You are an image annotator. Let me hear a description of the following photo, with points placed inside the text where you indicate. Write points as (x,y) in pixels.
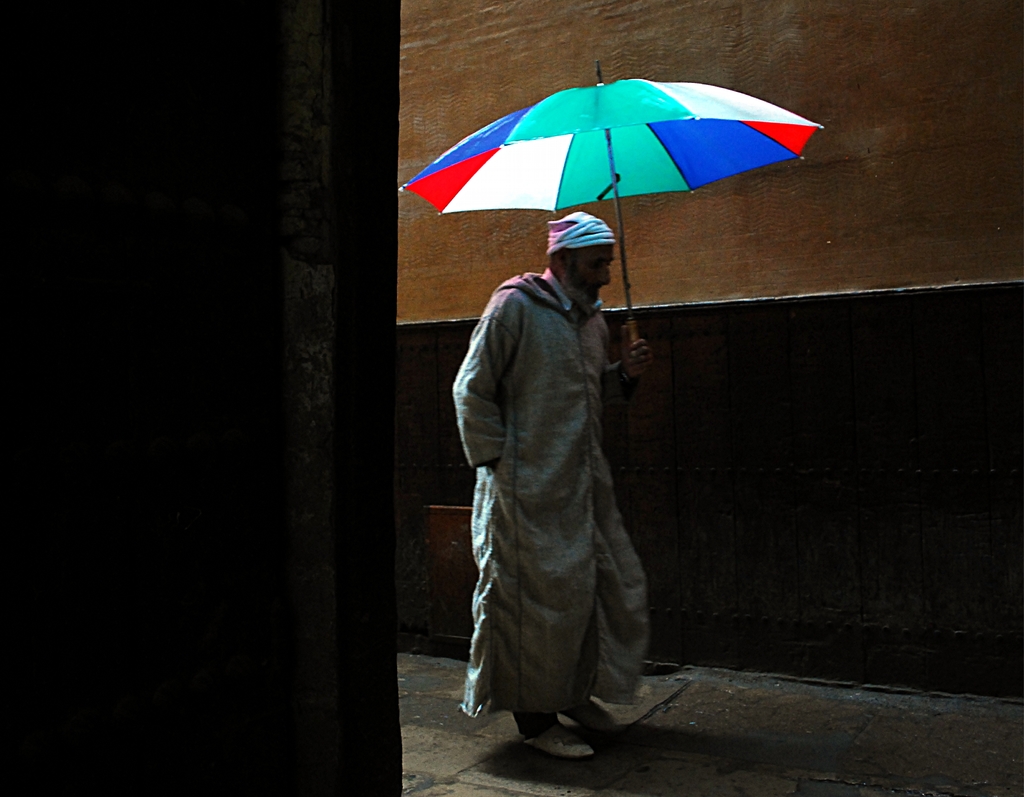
In the center of the image (544,274) there is a man (476,472) walking on the road (558,790) holding umbrella (663,144). In the background (464,81) there is wall (473,99).
